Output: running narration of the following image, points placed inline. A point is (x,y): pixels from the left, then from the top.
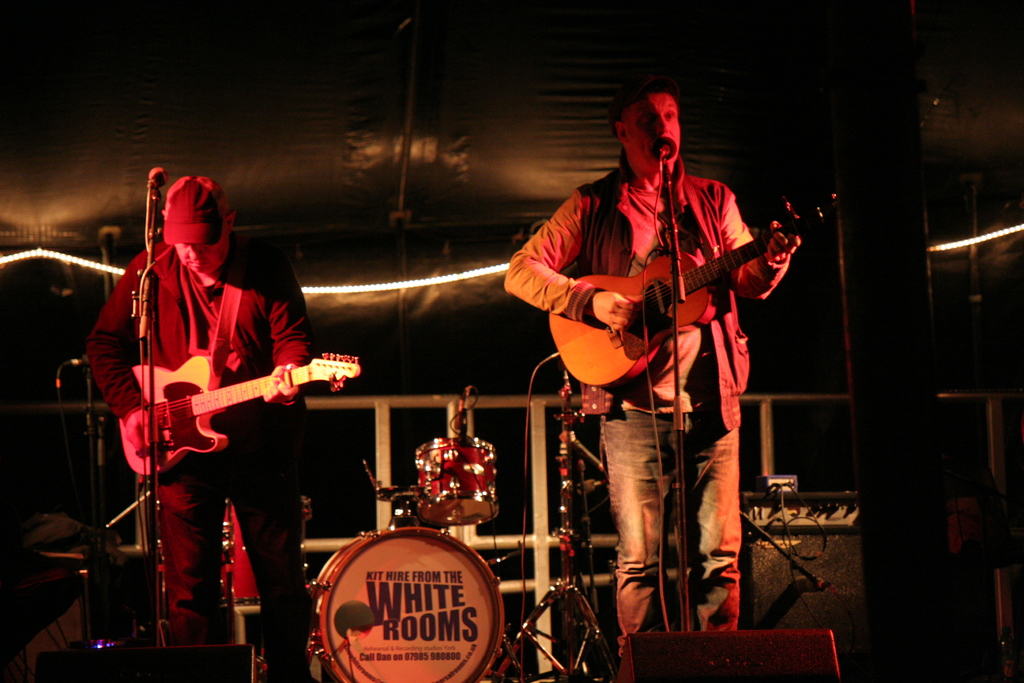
In this image i can see two man (607,236) holding a guitar (630,279) and playing at the back ground (439,495) i can see some musical instrument (425,466) and a railing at the top (333,121) there is a shed (258,192).
